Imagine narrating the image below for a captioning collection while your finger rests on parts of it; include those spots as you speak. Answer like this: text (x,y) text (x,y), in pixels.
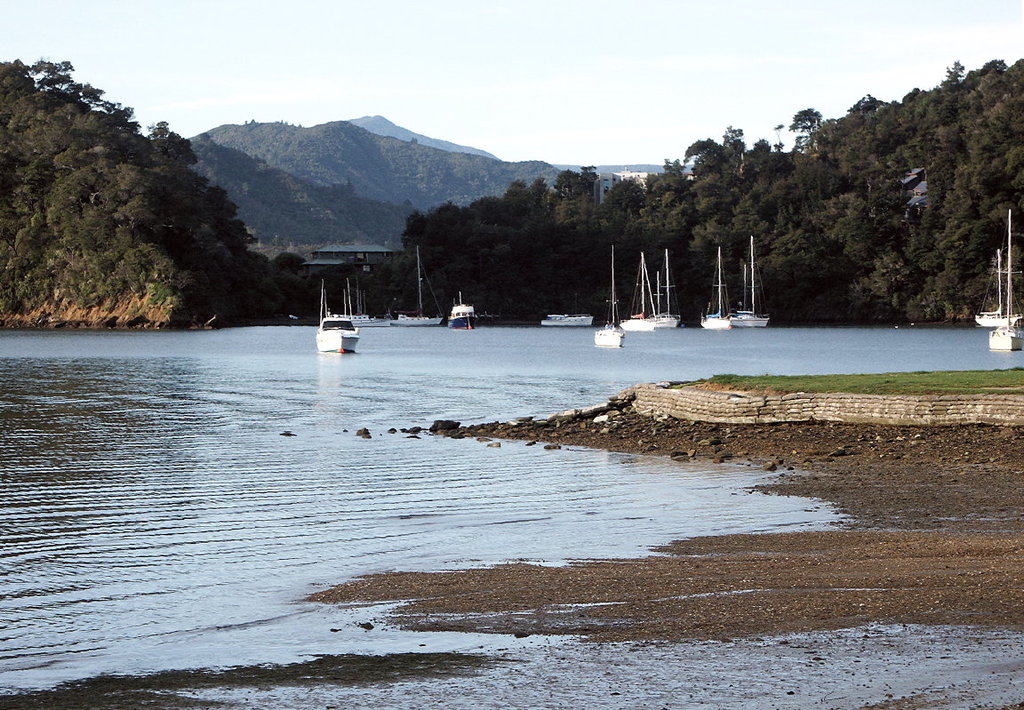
In this picture, there is a land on the right side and there are ships (1000,301) in the middle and in the background (350,113) it is the sky (376,69).
